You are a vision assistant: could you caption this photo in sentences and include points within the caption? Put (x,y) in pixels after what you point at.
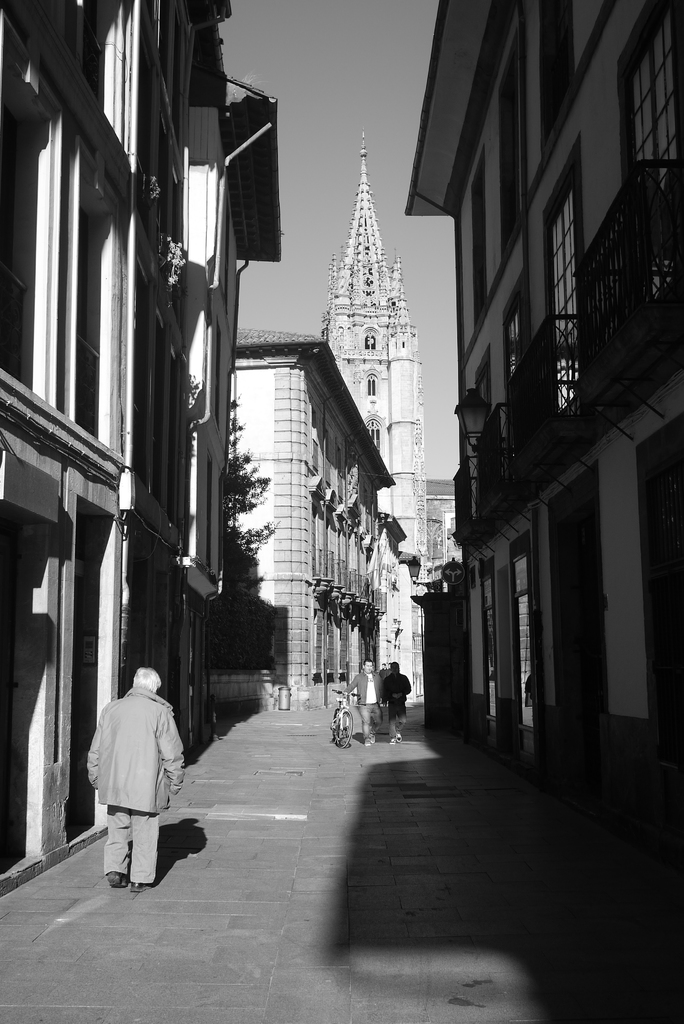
In this image I can see a street (346,756) in which I can see a person (158,836) walking, two other persons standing and one of them is holding a bicycle (348,709). I can see few buildings (284,638) on both sides of the street (318,761). In the background (230,444) I can see a tree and the sky (303,146).
